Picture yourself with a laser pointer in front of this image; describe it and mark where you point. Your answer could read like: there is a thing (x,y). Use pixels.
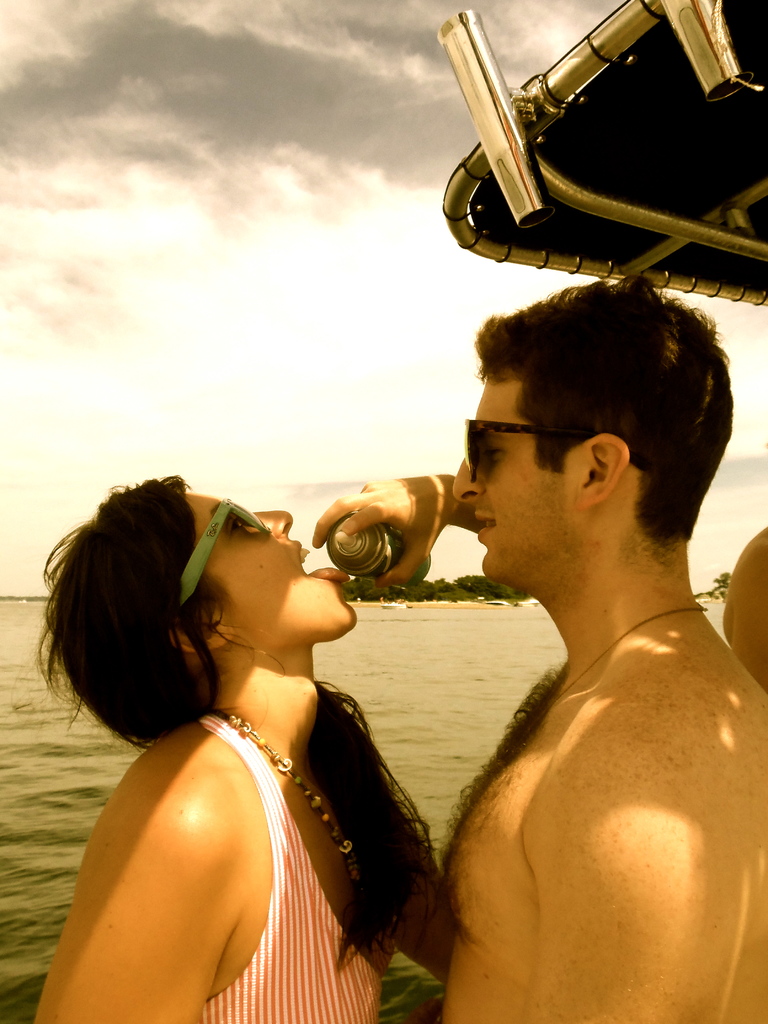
In this image I can see few people (531,859). I can see two people (441,485) with the goggles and one person (438,513) holding the tin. In the background (452,691) I can see the water (399,667), many trees (431,592), clouds (212,139) and the sky (209,311).
